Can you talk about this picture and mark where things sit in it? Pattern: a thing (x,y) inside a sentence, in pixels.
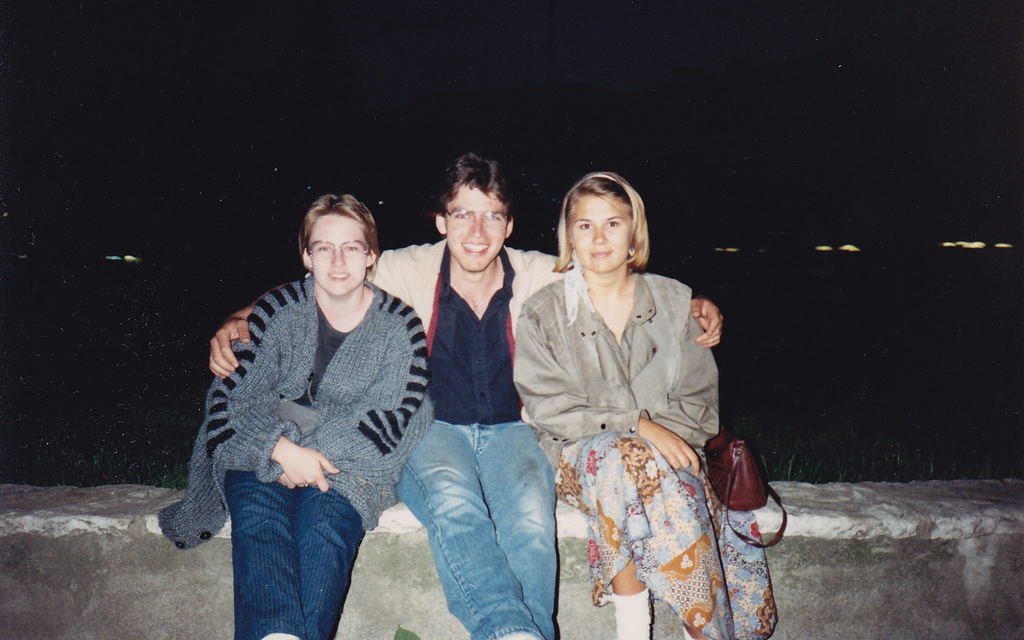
In this image we can see few persons (621,600) are sitting on a platform (394,599) and there is a hand bag (724,470) on the platform (802,537). In the background (296,206) the image is dark but we can see the lights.
